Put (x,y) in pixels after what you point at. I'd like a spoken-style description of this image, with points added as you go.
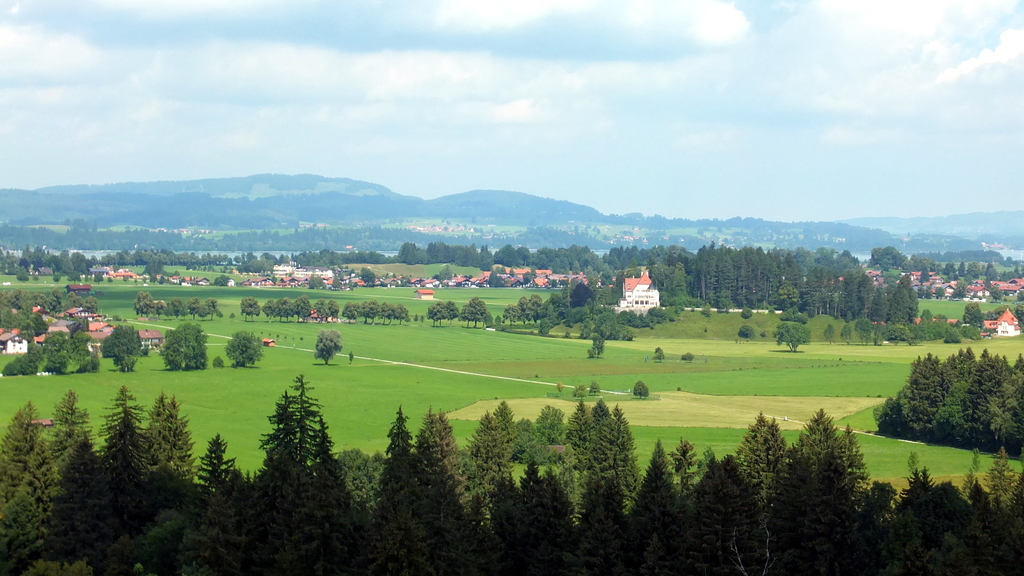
This is an outside view. Here I can see many trees (834,289), buildings (396,280) and also I can see the grass (327,384). In the background (441,239) there are hills (431,206). At the top of the image (564,137) I can see the sky (594,67) and clouds (309,80).
